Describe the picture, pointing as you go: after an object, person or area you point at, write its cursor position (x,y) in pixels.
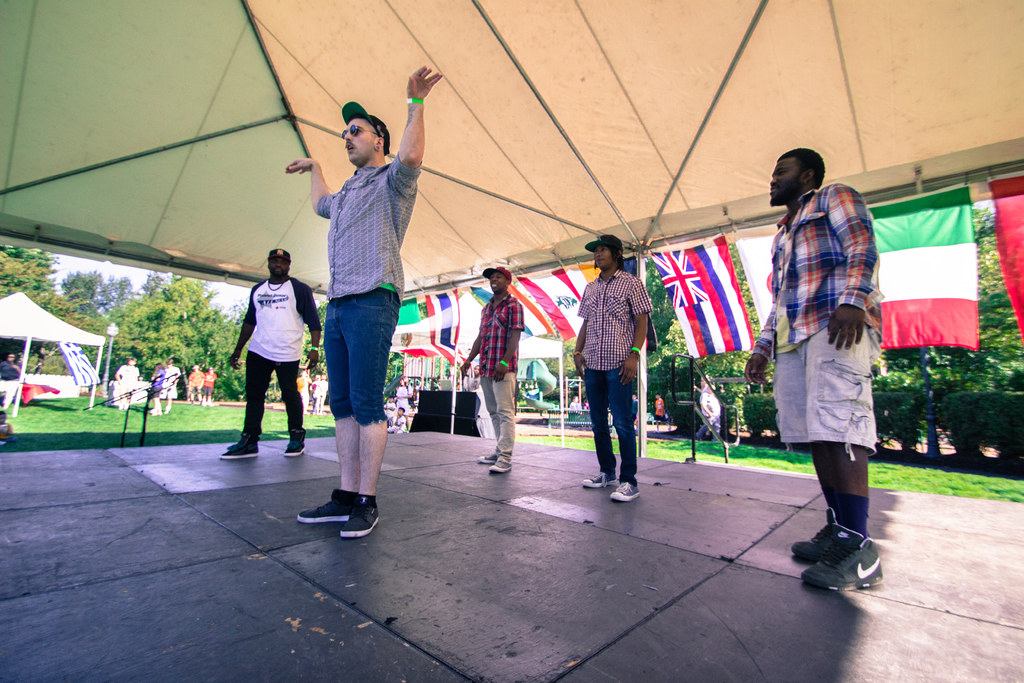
In this image there are a few people (298,422) standing beneath the canopy (642,30) and there are a few flags (972,255) hanging, behind them there are a few more people (402,387) standing and walking on the surface (65,416) of the grass (36,403) and there is another canopy (20,311). In the background (104,350) there are trees (7,346) and the sky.
